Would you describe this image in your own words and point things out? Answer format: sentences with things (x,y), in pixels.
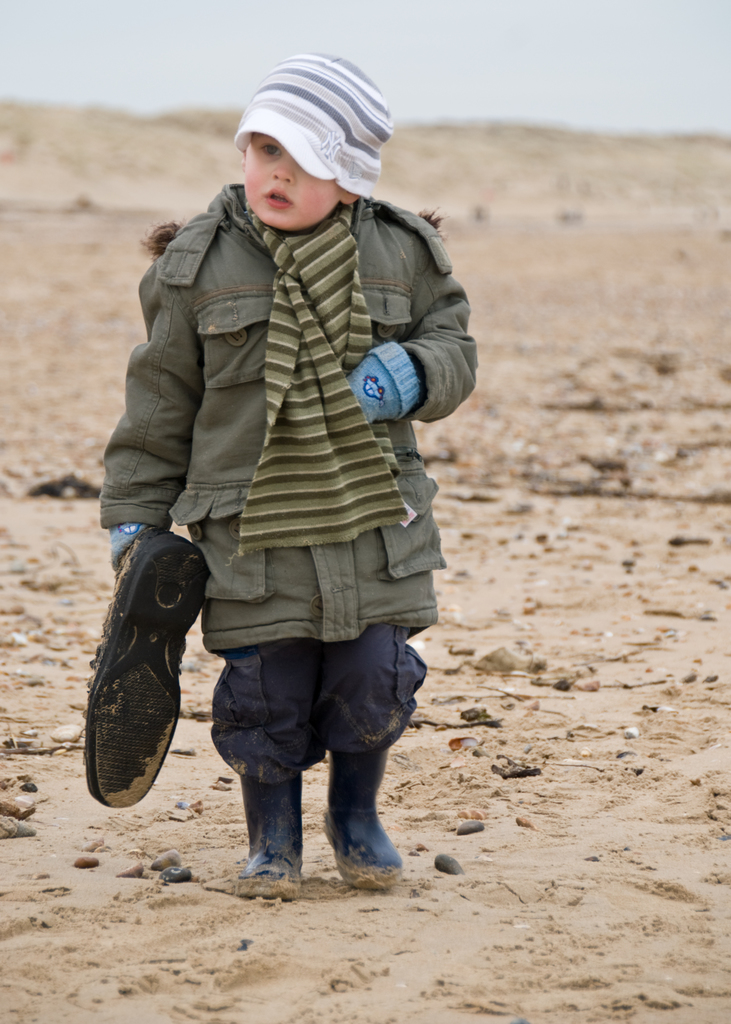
In the picture we can see a child (396,622) standing on the sand surface (555,697) and child (135,482) is wearing a jacket (103,503) and holding a shoe (140,759) in the hand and also wearing a cap (315,118), which is white in color with some lines (347,133) on it and in the background (474,167) we can see a hill (472,155) and sky (420,39).
